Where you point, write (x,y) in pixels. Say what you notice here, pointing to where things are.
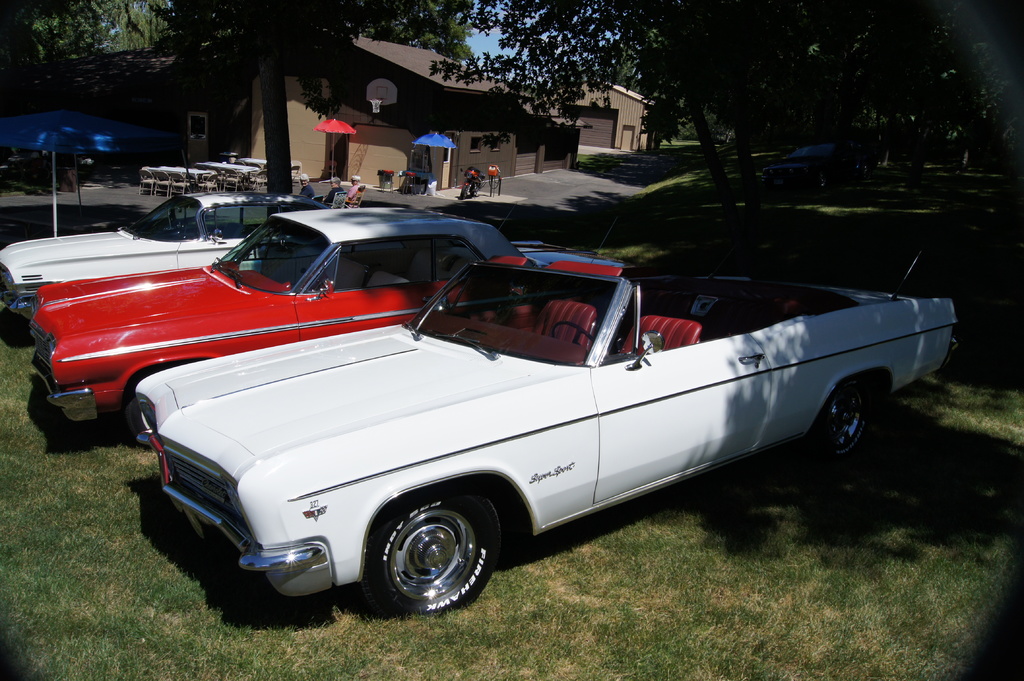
In the center of the image (395,271) we can see cars (485,377) and parasols (452,146). In the background (223,166) there are tables (208,163) and chairs (180,178). There are sheds (496,120) and trees (894,92). At the bottom (600,589) there is grass (289,598).
